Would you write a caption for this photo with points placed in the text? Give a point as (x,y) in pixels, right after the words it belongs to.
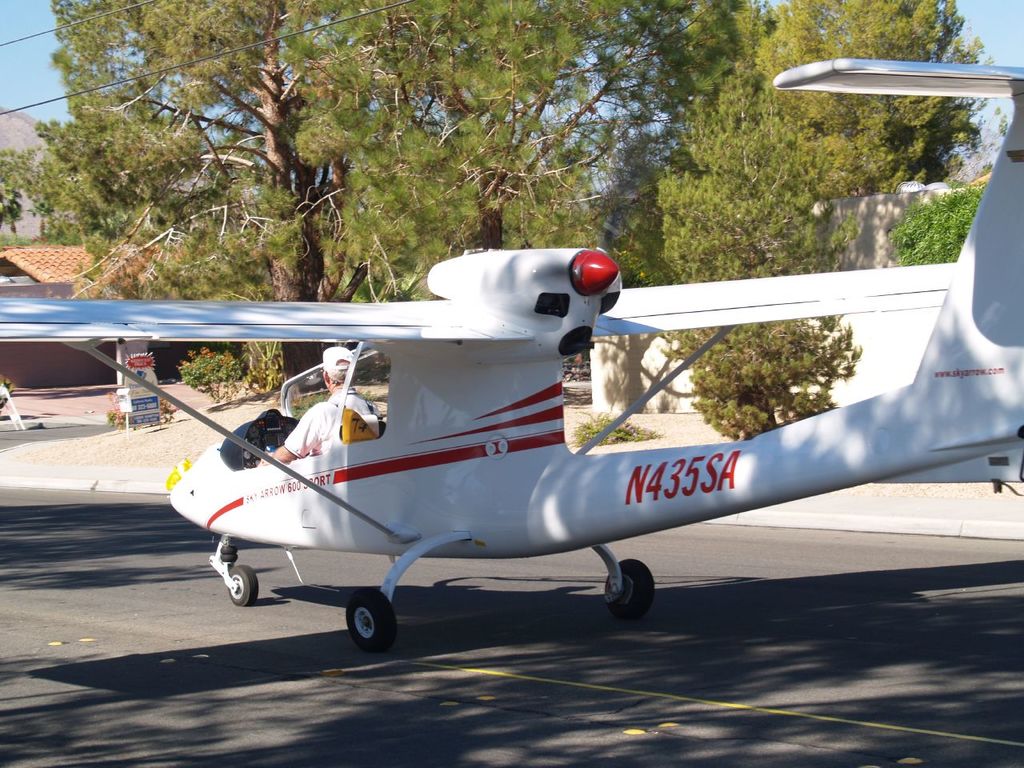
In this picture I can observe an airplane (531,457) on the street (343,611). In the background (478,91) there are trees (267,117) and sky (35,53).
